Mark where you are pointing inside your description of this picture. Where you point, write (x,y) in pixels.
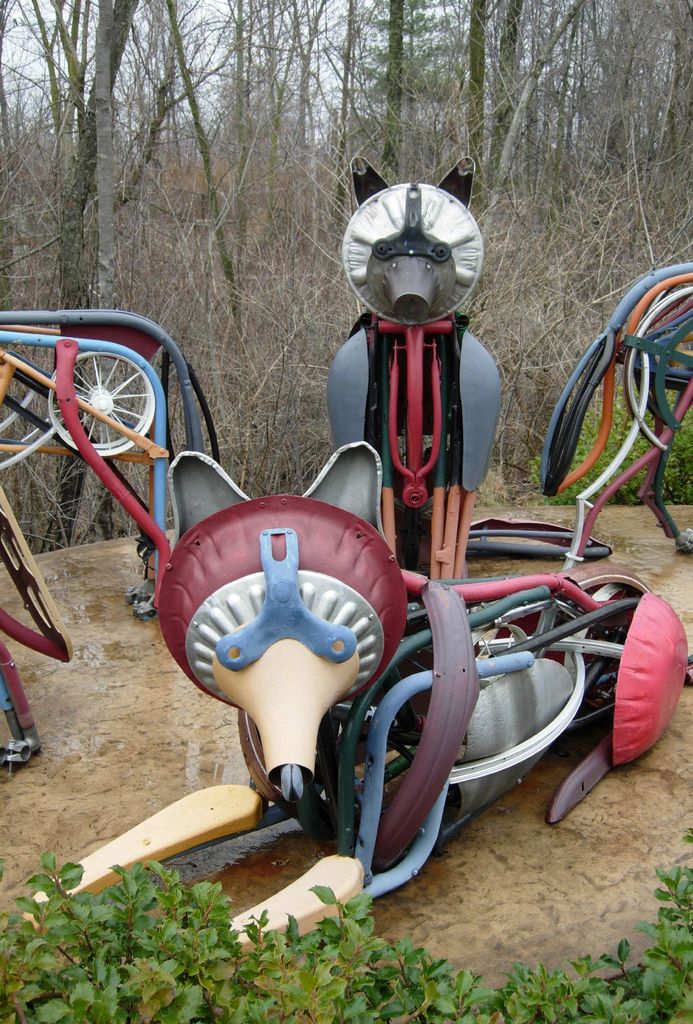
In this image I can see few colourful things (357,474) over here. I can also see green colour leaves (664,974) and in the background (124,243) I can see number of trees (491,161).
